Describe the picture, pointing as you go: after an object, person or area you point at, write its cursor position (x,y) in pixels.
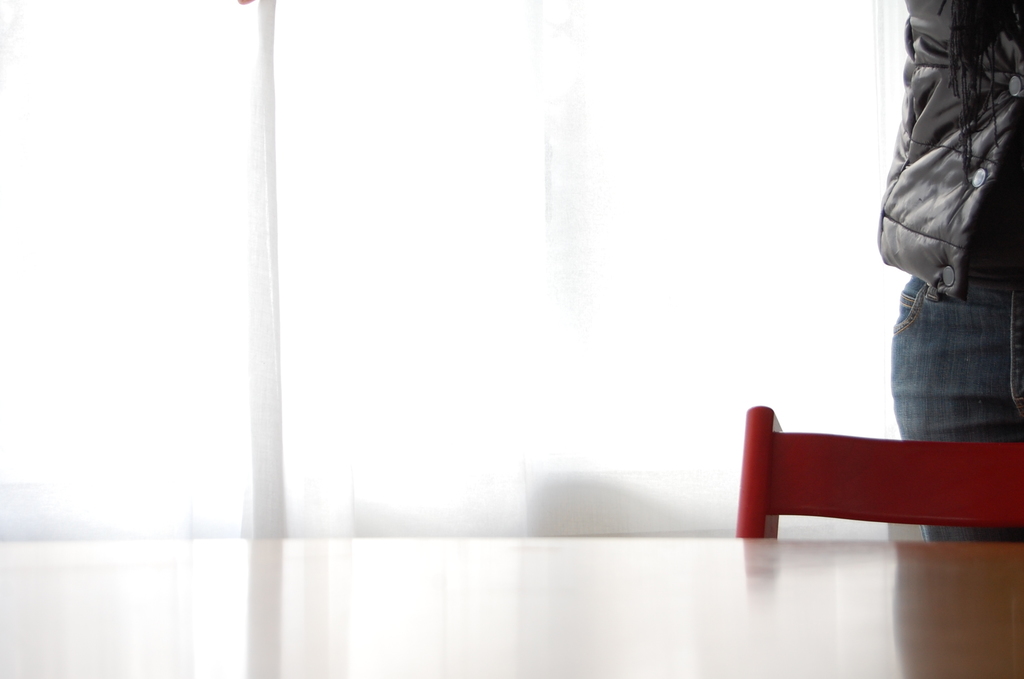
In this image we can see a table (599,584) and a chair (745,498) at the bottom (761,495). On the right side (934,260) there is a person (942,265). In the back (248,123) there is curtain (245,262).
